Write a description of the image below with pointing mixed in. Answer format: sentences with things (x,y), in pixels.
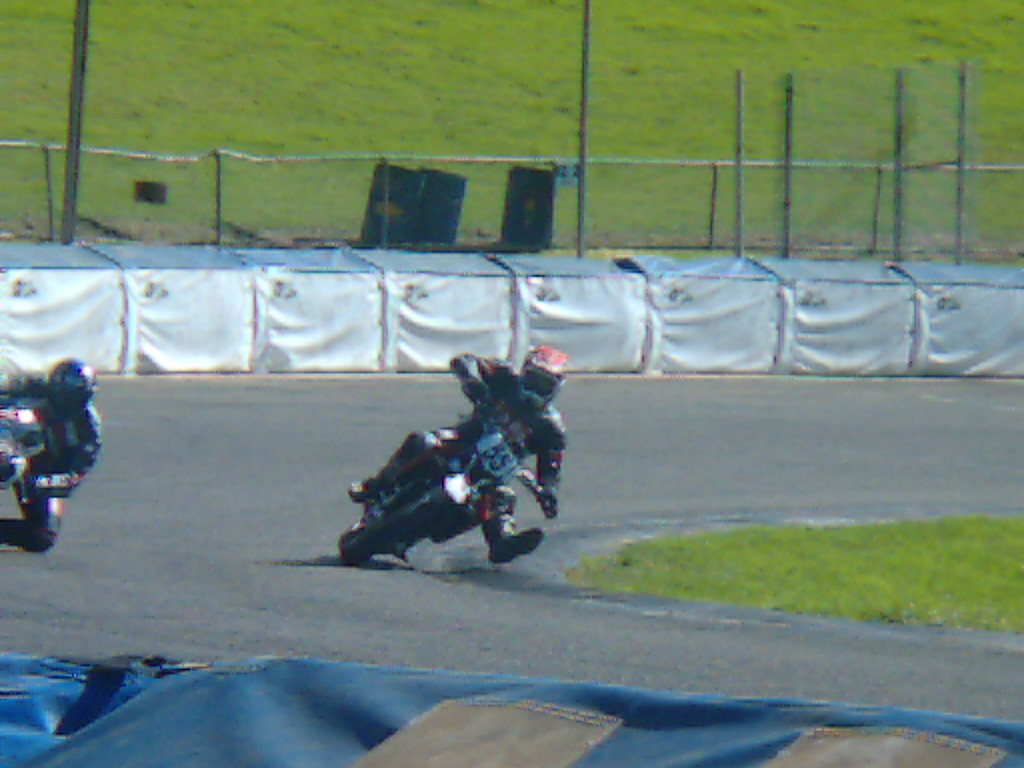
Here we can see two persons (49,450) riding bikes (356,540) on the road (343,456). At the bottom (329,700) we can see an object (410,675). In the background (295,214) we can see grass (104,70), poles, fence (312,208), three drums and some other objects (216,330).
